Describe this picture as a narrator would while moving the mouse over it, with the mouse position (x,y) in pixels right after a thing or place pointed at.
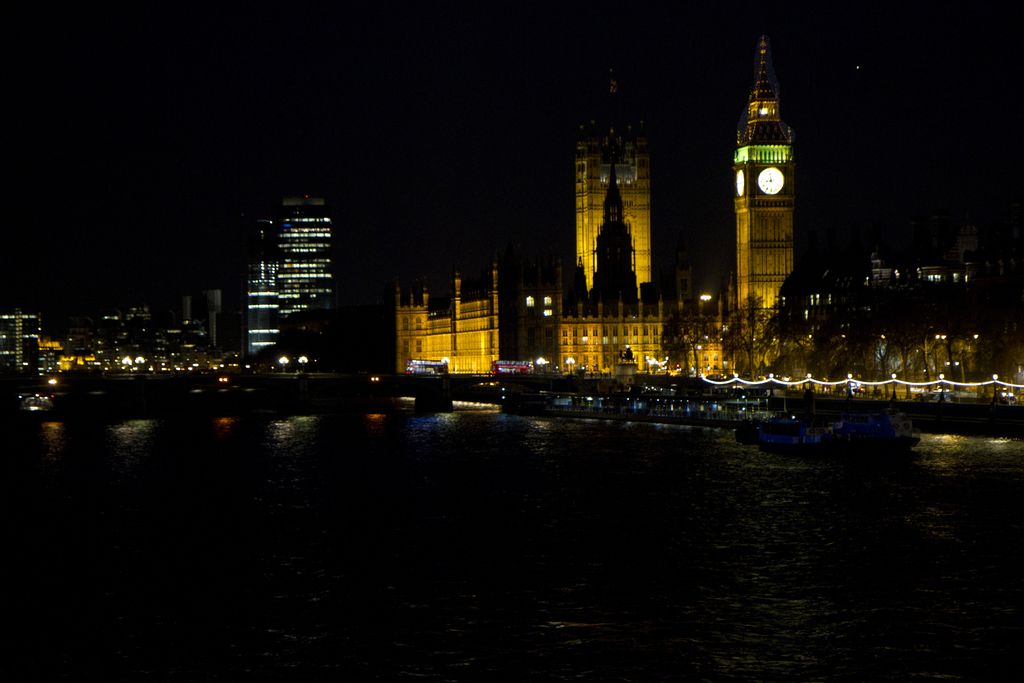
In this image, we can see boats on the water (720,579) and in the background (228,340), there are buildings (569,340), trees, towers (762,258), lights (11,317), vehicles (502,365) on the road (394,375) and there is a bridge (327,388).
